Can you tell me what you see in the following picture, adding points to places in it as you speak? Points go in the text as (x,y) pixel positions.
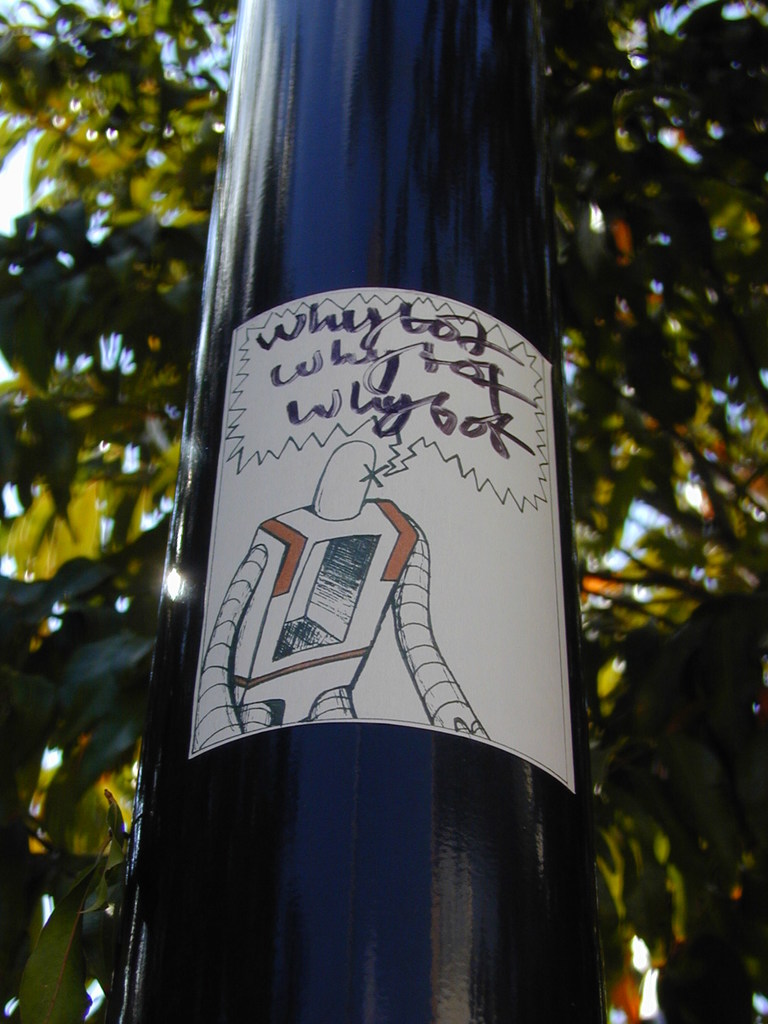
In the middle of this image (310,583), there is a poster (243,360) having a sketch (271,668) of a robot (355,532) and texts (313,320), pasted on a black color pole (470,268). In the background (21,77), there are trees (762,231) and there are clouds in the blue sky (7,187).
